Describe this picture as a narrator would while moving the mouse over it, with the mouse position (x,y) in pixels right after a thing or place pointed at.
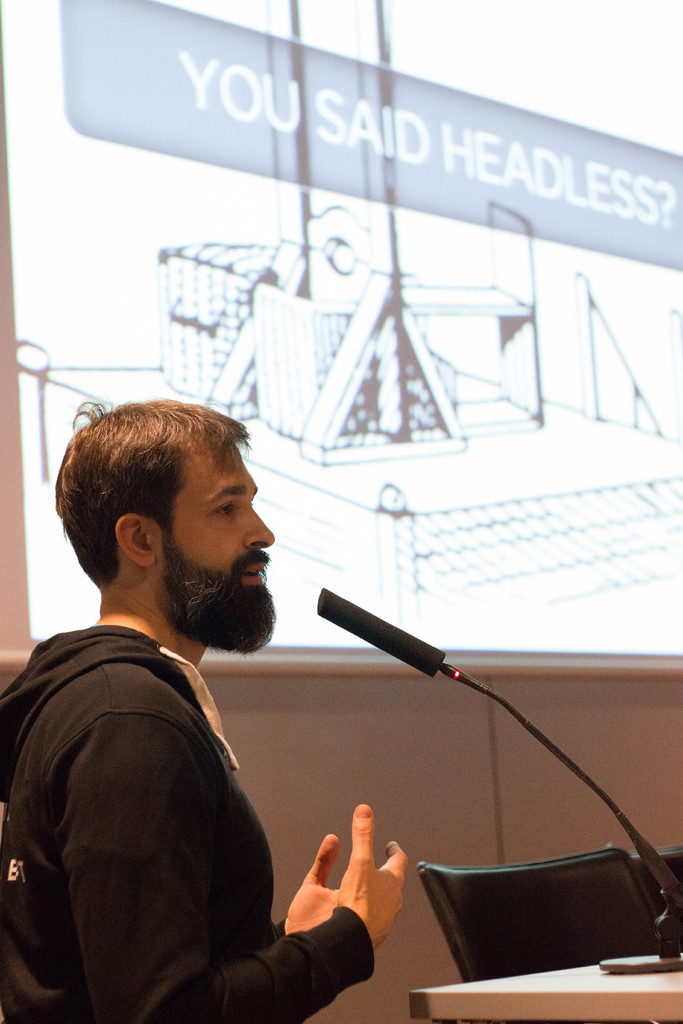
In this image we can see a person (235,630) standing and we can also see a microphone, chairs (648,889) and projector screen (385,382).
